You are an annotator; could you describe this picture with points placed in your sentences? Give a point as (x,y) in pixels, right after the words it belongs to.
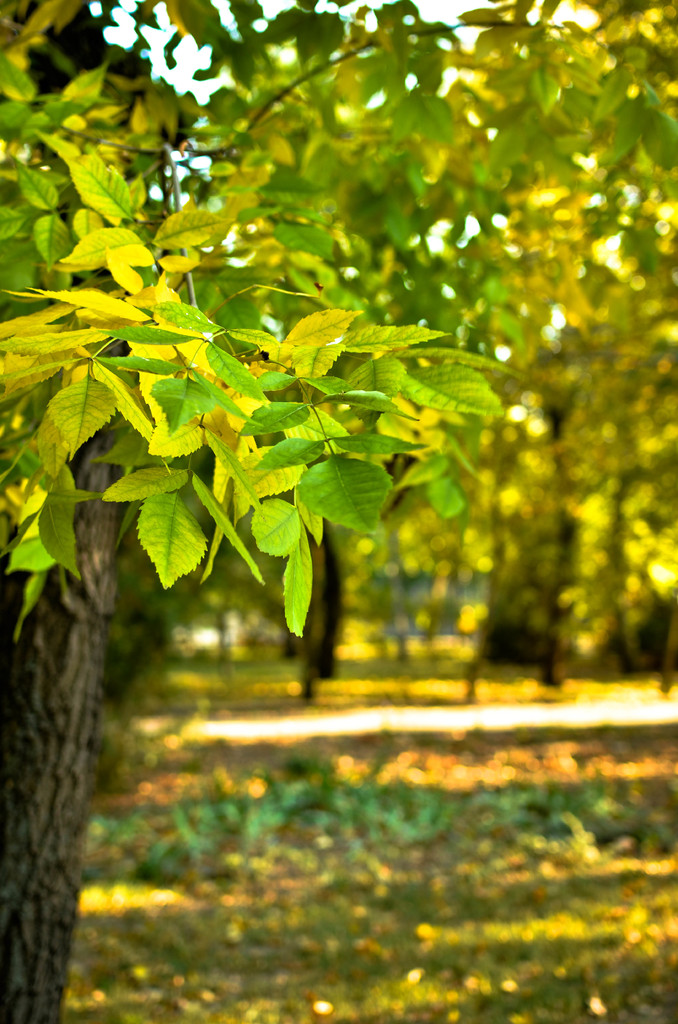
In this image, we can see leaves (247,446), stems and tree trunk (60,806). In the background (361,821), there is a blur view. Here there are few trees (645,585), plants (364,803), grass (375,855) and walkway (452,724).
